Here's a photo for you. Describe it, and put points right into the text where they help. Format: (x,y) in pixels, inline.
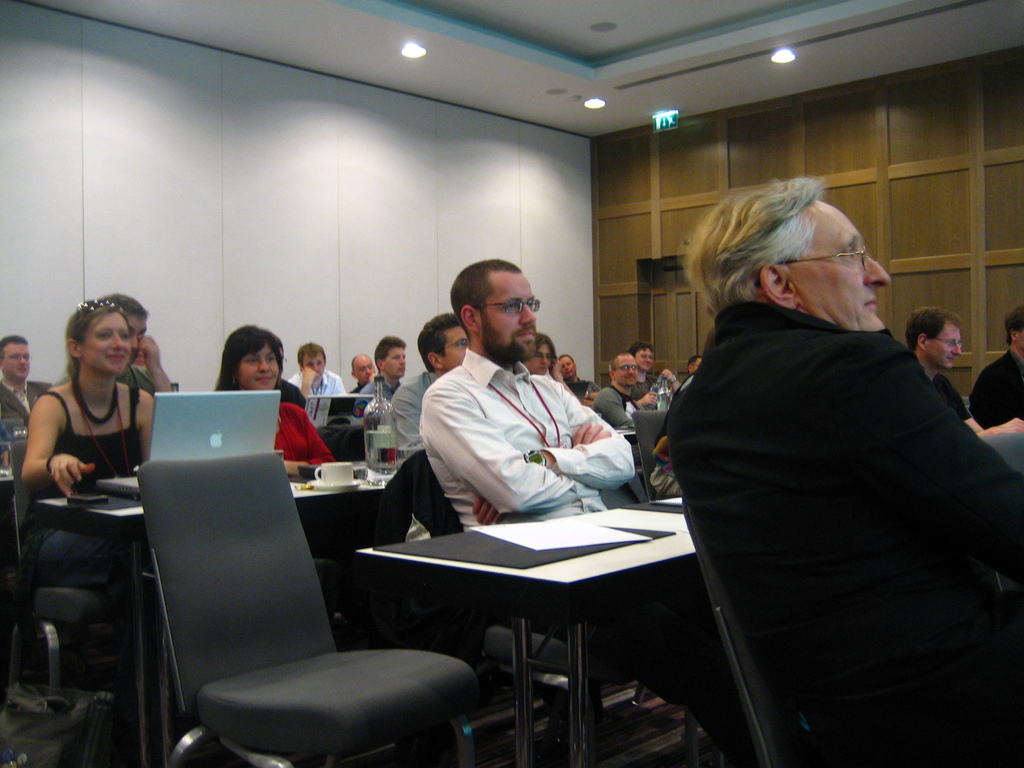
This image is clicked in a room (590,170). There are lights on the top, there are tables (398,558) and chairs (718,617). On the chair (168,591) people (463,489) are sitting, on the tables (653,517) there are cup (347,481), papers (548,539), water bottle (391,472), laptops (268,405).
